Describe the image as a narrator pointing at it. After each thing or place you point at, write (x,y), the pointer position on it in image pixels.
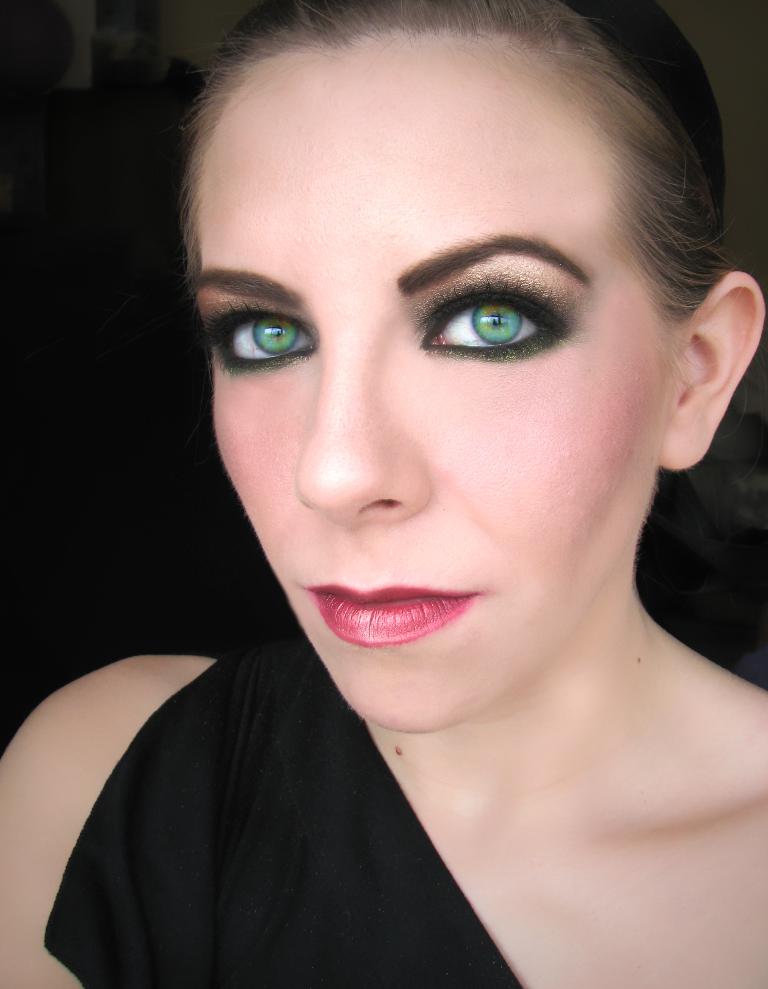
In this picture we can see a person (154,716) in the black dress (285,672). Behind the person (446,350) there is the dark background (178,46).
